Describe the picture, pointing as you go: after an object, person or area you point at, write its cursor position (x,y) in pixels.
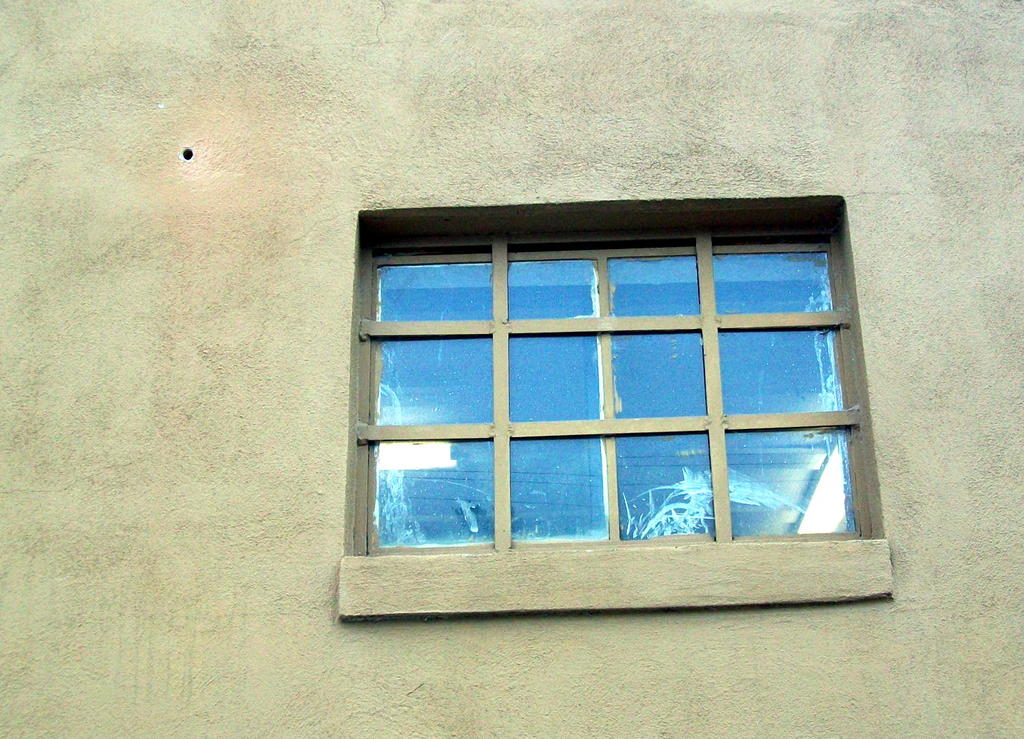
In the image there is a window (504,396) on the wall (331,469).
